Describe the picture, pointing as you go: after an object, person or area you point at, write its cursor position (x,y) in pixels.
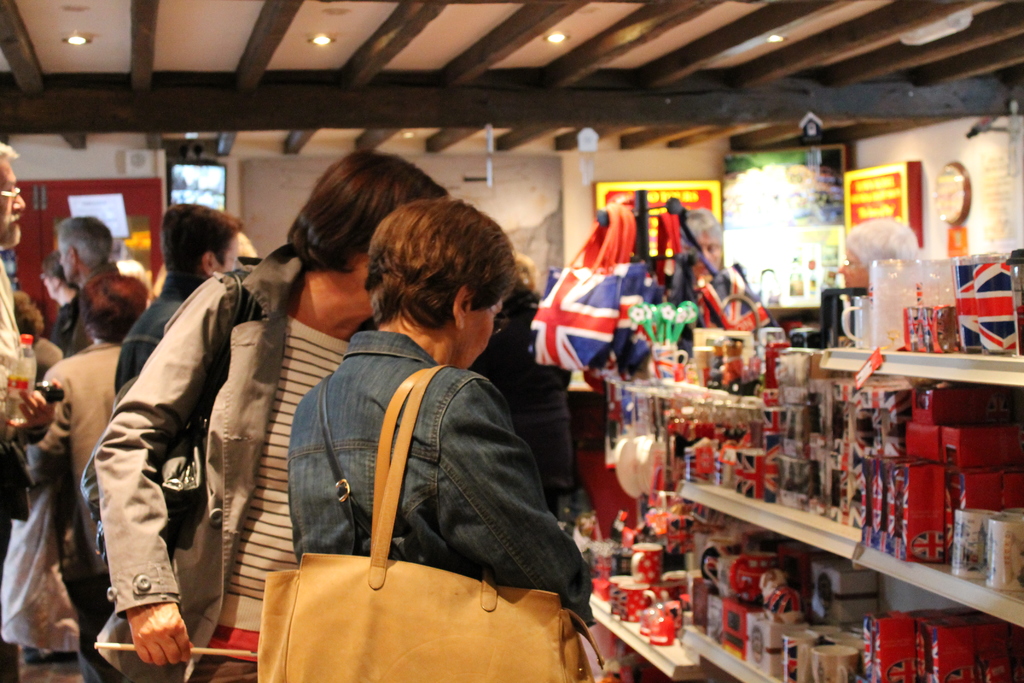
In this picture we can see a group of people (74,378) standing and a man (22,398) is holding a bottle (29,359). On the right side of the people (422,439) there are bags (592,288), cups (649,548), boxes (893,473) and some objects (636,411) in and on the racks (702,388). Behind the people (348,252) there is a wall (527,176) with boards (916,176) and a clock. At the top (319,44) there are ceiling lights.
